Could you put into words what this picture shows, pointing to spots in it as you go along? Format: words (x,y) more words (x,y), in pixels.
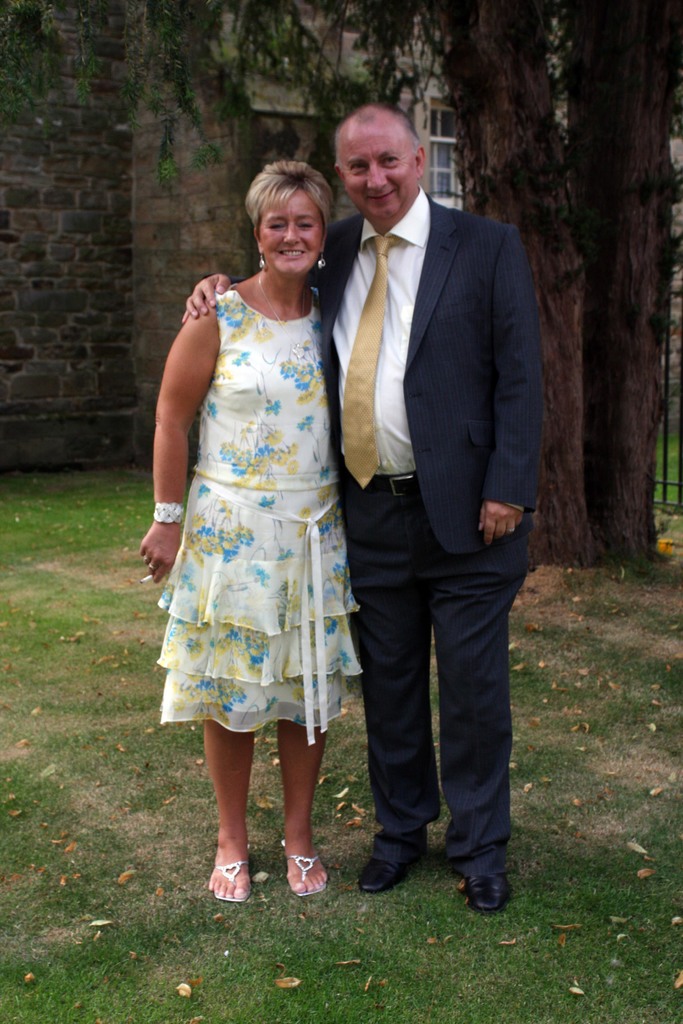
In the center of the image (323,456), we can see a man (392,362) and a lady (288,458) standing and one of them is wearing a coat (413,402) and a tie (378,298) and the other is holding a cigarette (150,580). In the background (266,107), there are trees (454,103) and we can see a building (103,155). At the bottom (371,940), there is ground (386,928).
